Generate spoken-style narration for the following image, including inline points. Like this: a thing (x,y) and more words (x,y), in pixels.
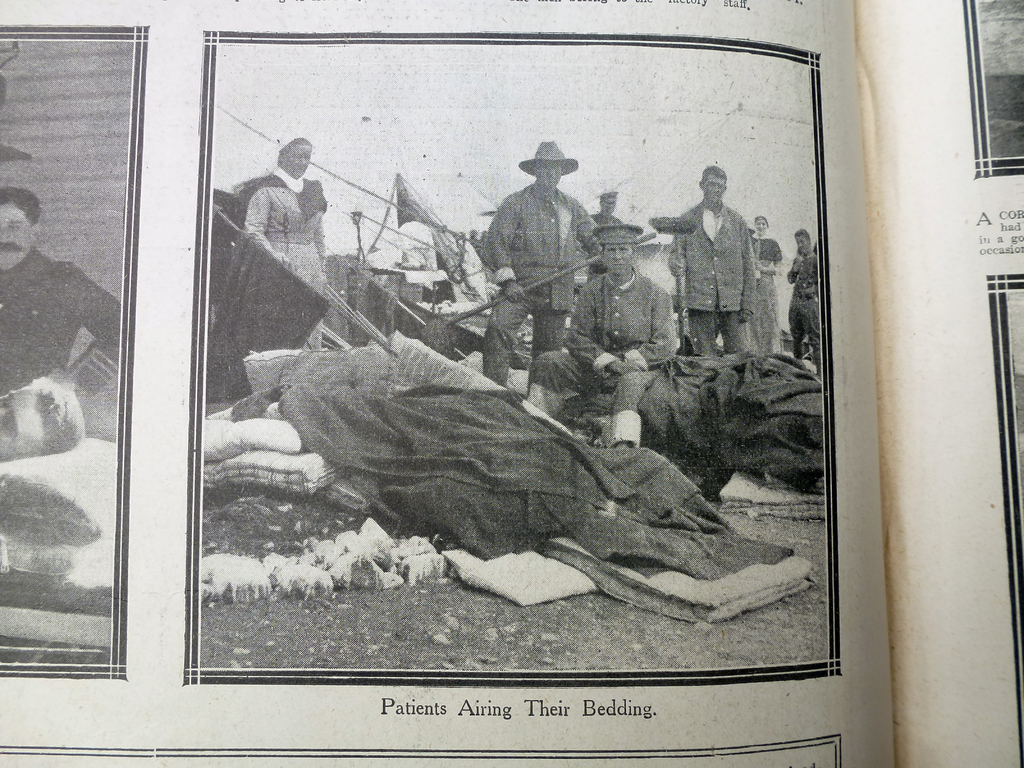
This is a picture of a page (298,306) of a book (386,307) as we can see there are some persons (501,351) standing, and one person (587,376) is sitting in the middle of this image (596,351), and there is some text (513,698) at the bottom of this image (595,705).
